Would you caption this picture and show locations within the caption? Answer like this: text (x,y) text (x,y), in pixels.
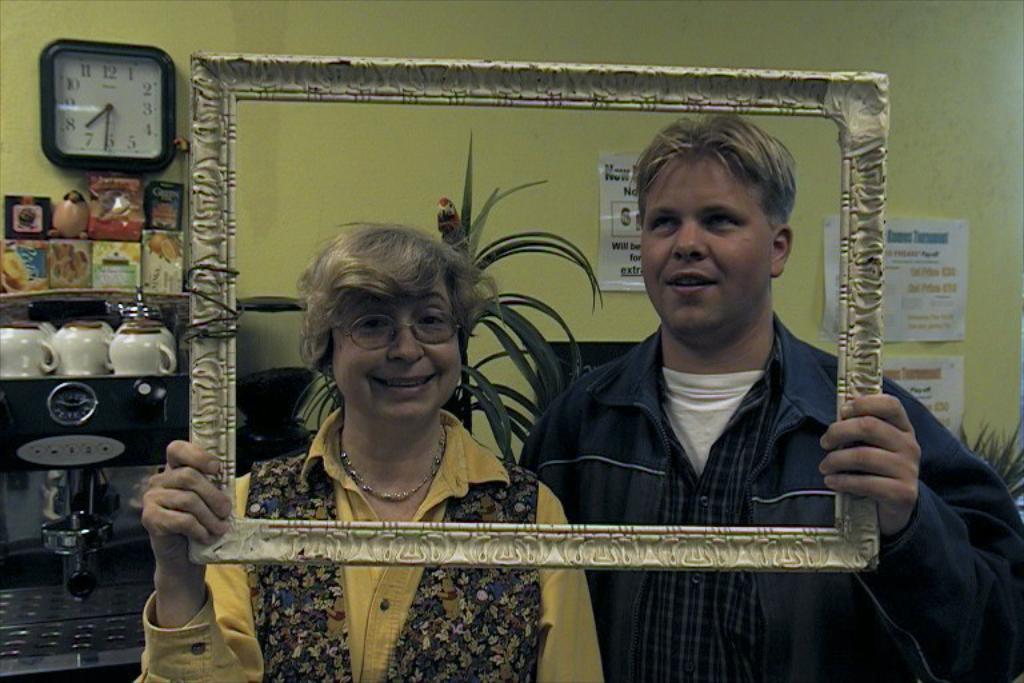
In this image, we can see a man (582,426) and a lady (392,338) holding a frame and one of them is wearing glasses (440,338). In the background (106,125), we can see a clock (98,100) and some posters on the wall (582,234) and there are plants (484,265) and decor items (143,229) and we can see some cups (71,361) on the coffee maker (75,469).
